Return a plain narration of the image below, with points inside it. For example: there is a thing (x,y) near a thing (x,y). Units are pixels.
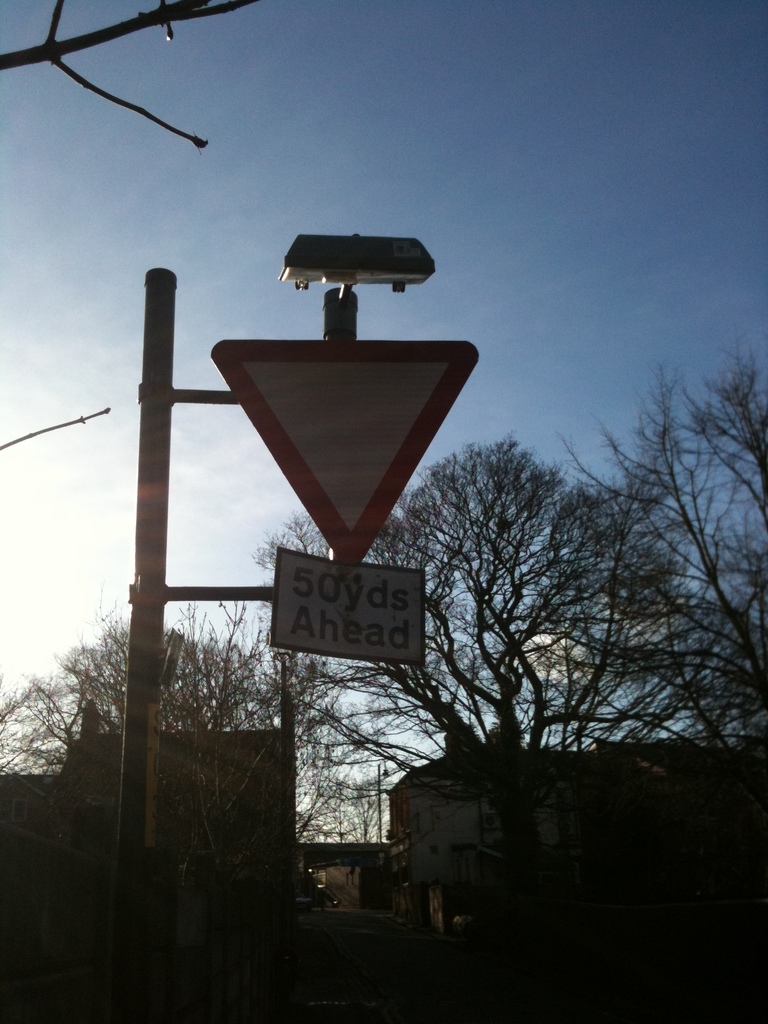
In this picture we can see a pole (165,281), boards (339,353), trees (404,676), buildings (658,841) and some objects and in the background (213,327) we can see the sky (539,145).
